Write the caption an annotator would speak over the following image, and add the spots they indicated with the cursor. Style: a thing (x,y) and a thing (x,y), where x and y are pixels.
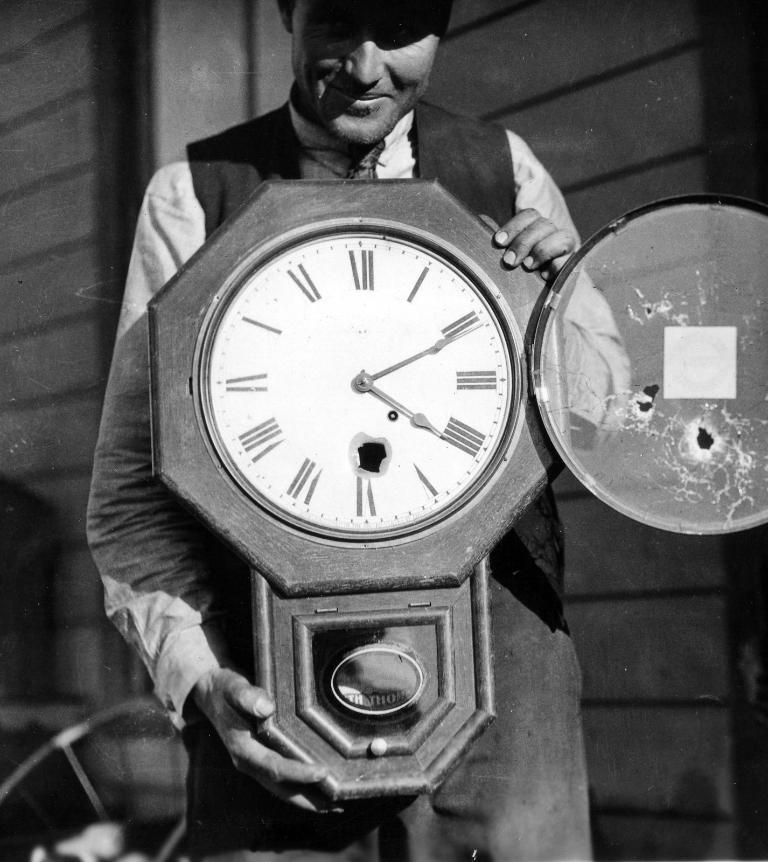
In the middle of the image (268,440) a person (282,767) is standing and holding a clock (446,216). Behind him there is a wall (718,765) and wheel (87,842).
